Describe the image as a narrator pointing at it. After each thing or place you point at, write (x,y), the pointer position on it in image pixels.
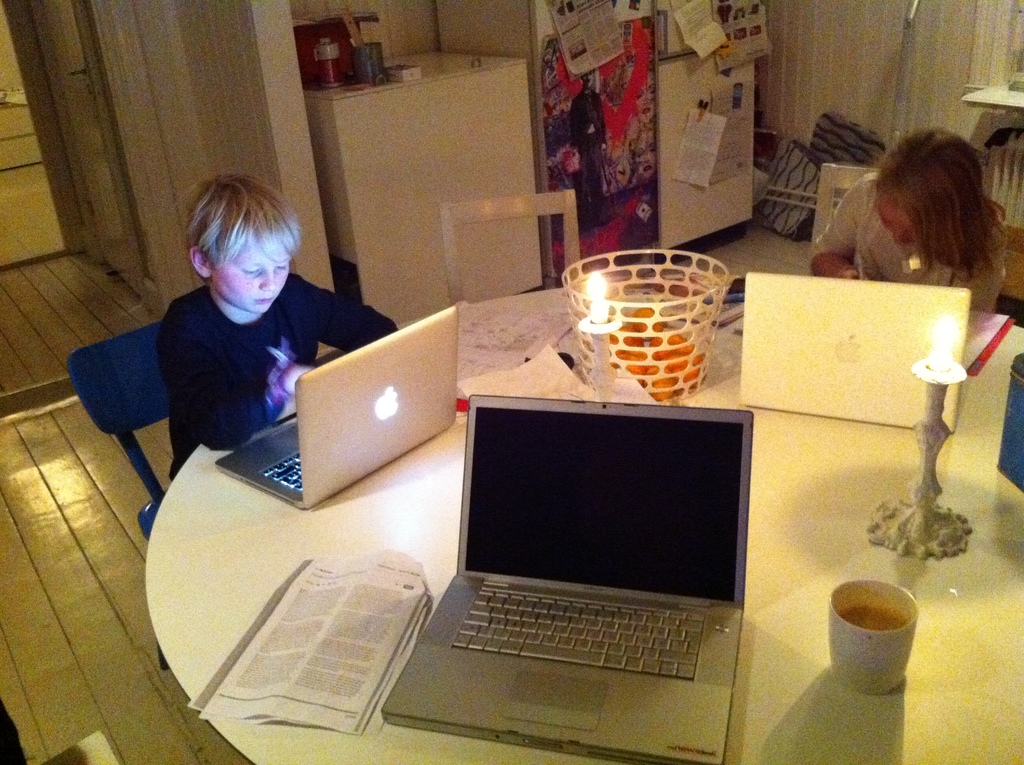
This is a picture in a home (61,232) the two children (910,187) are studying. This is a study table (772,632) there are three laptops (643,570) and the boy (197,271) is looking into the laptop (306,452) and the girl (906,268) is doing some work. On the top of the table (465,743) there is book (347,609) also and a cup of tea (865,624) in a cup (871,623) and there are two candles (946,342) with a flame (597,291) and the background there is a window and there is a table (415,134) also and this is a refrigerator (640,114) on the top of the refrigerator (621,74) they stick some notes (718,48) in paper (716,116) and this a floor (43,579).
